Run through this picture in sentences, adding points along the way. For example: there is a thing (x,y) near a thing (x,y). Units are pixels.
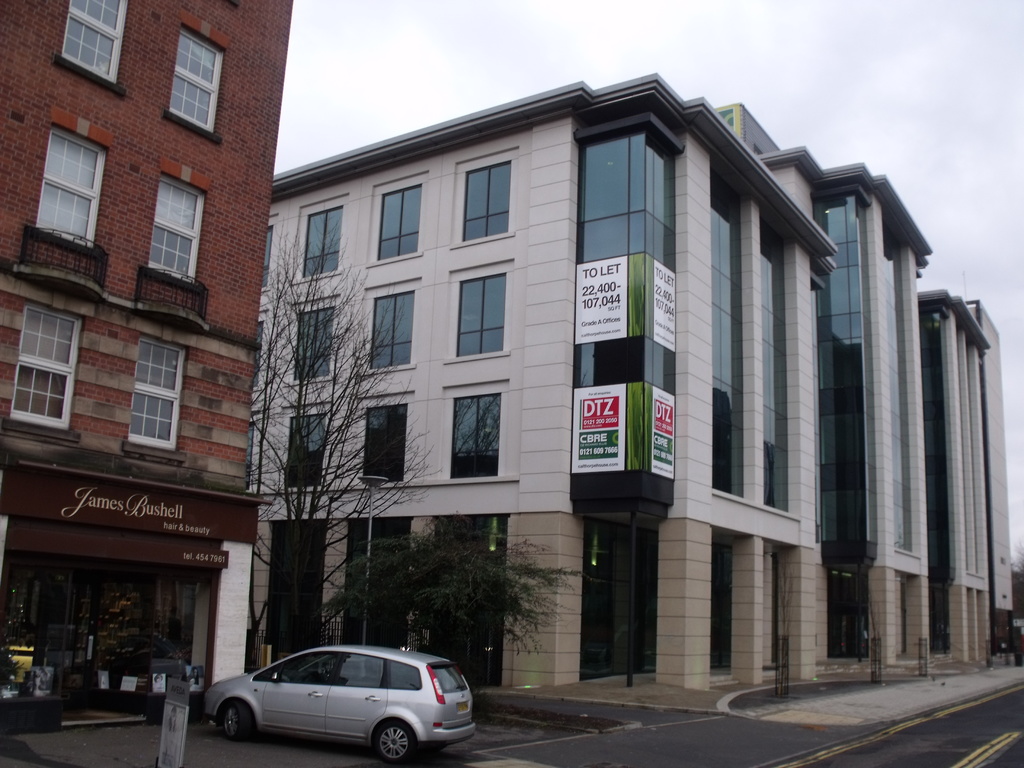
In the center of the picture (547,470) there are buildings (488,429) and trees (419,573). In the foreground (310,688) there are cars (320,695) and footpath (804,714) and road (683,721). Sky (748,70) is cloudy.
